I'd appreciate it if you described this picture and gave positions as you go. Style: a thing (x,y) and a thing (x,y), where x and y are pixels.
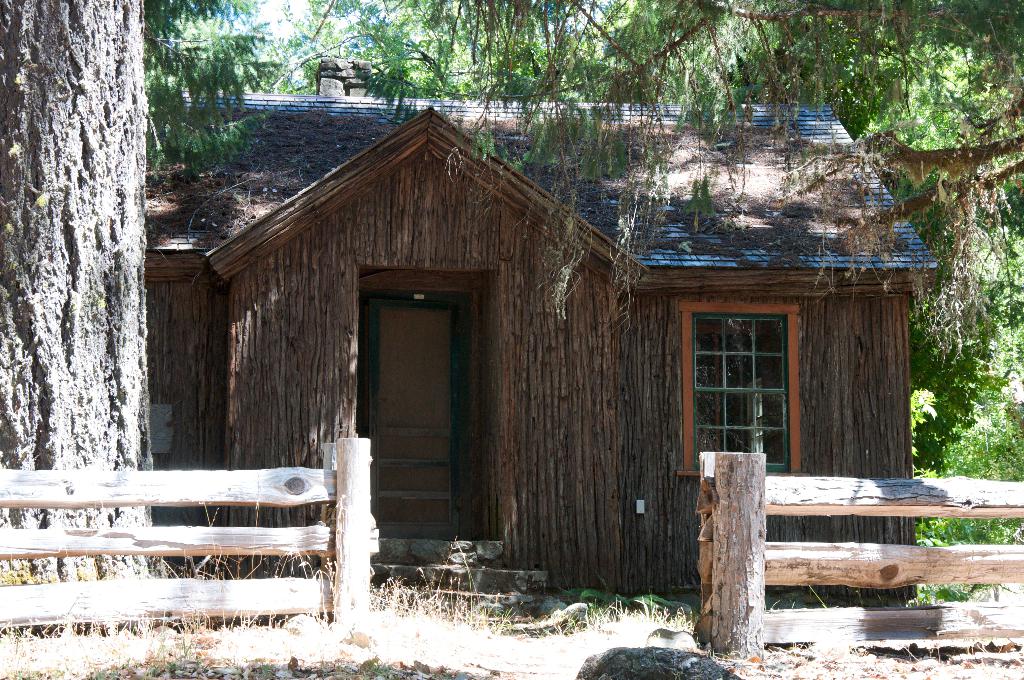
In this picture we can see a shed (637,354) with a door (419,458), window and in front of this shed (403,433) we can see wooden fence (344,600), tree trunk (104,415) and some objects (477,559) and in the background (666,32) we can see trees (864,80).
